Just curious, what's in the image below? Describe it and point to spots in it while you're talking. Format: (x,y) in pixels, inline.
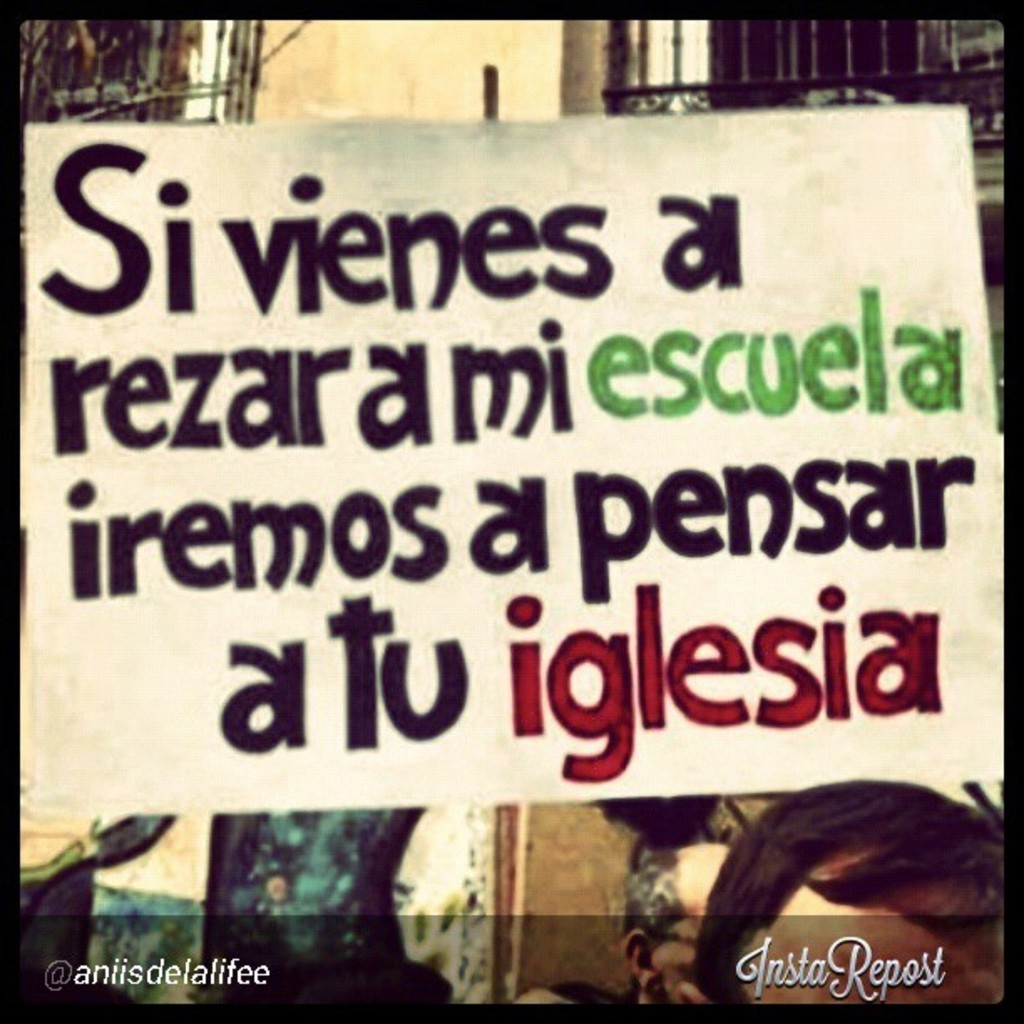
In this image we can see there is a banner (226,498) with some text (729,516).
